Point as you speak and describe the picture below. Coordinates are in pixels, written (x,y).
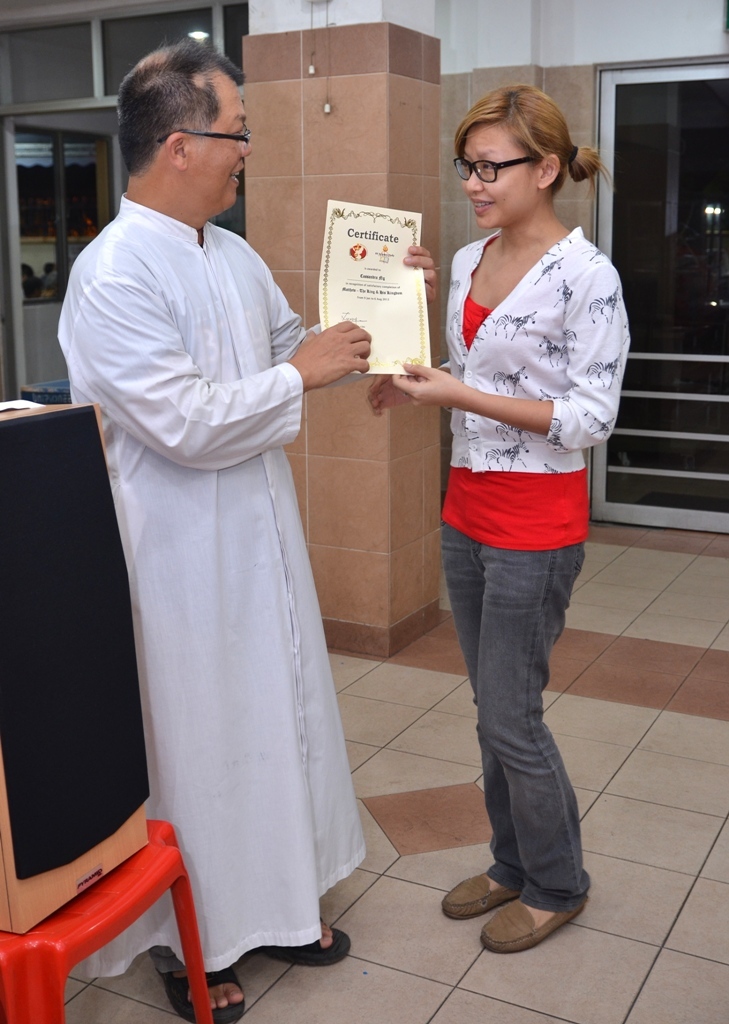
In this image I can see two people (291,786) are standing and holding a certificate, on the right side (695,93) I can see a window (719,126) and on the left side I can see a chair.
